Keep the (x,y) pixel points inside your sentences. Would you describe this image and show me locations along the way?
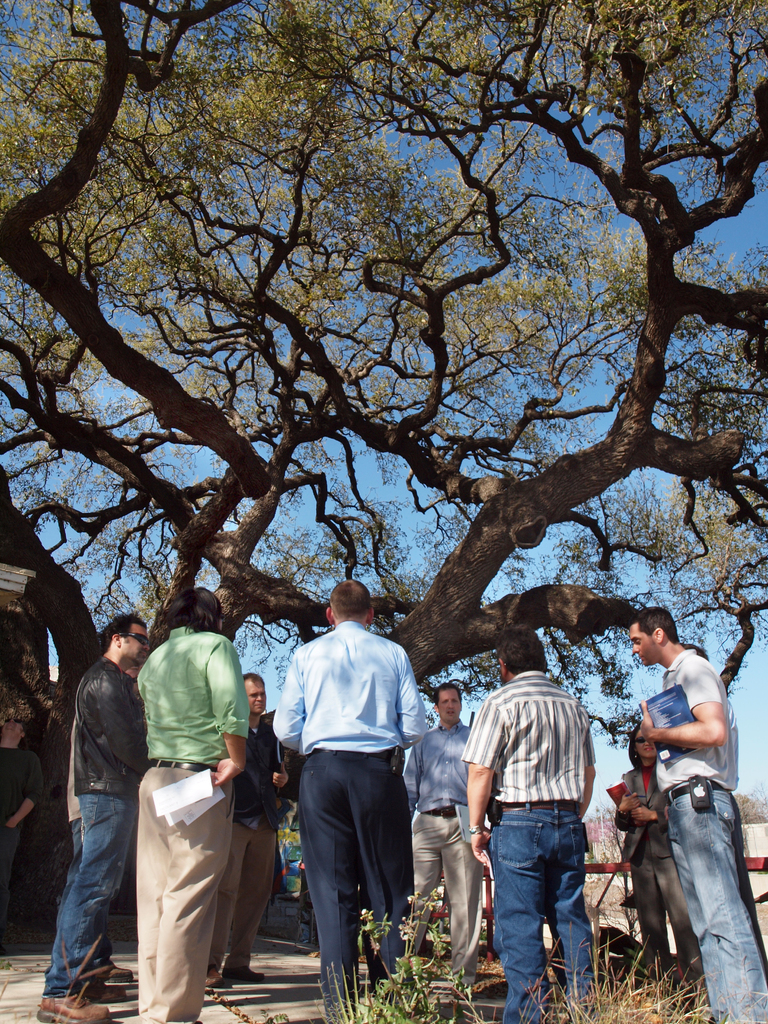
At the bottom of the picture (498,980), we see the plants (423,1002) and the road (255,996). In this picture, we see the group of people (405,794) are standing. They are holding books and paper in their hands (281,780). Behind them, we see a tree (635,612). In the background (367,466), we see the sky (463,471).
